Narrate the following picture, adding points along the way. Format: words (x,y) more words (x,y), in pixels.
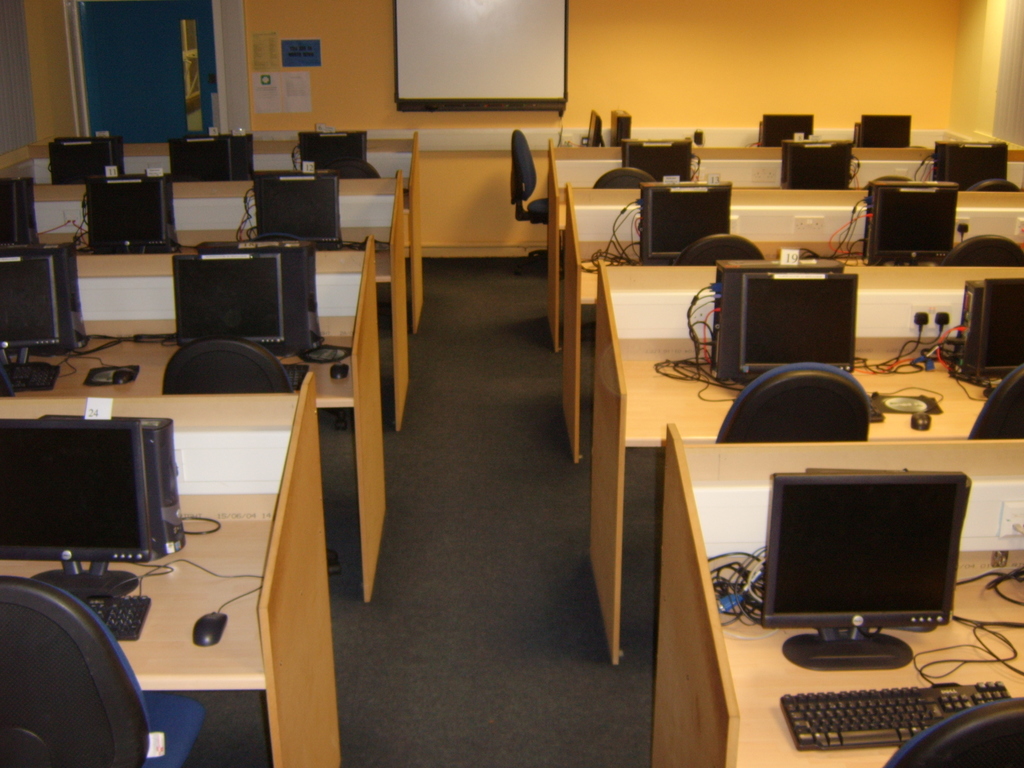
In this picture we can see couple of monitors (220,317), keyboards (872,725), cables (748,590), mouses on the table (758,457) and also we can see couple of chairs (784,415) and notice board (492,50).
